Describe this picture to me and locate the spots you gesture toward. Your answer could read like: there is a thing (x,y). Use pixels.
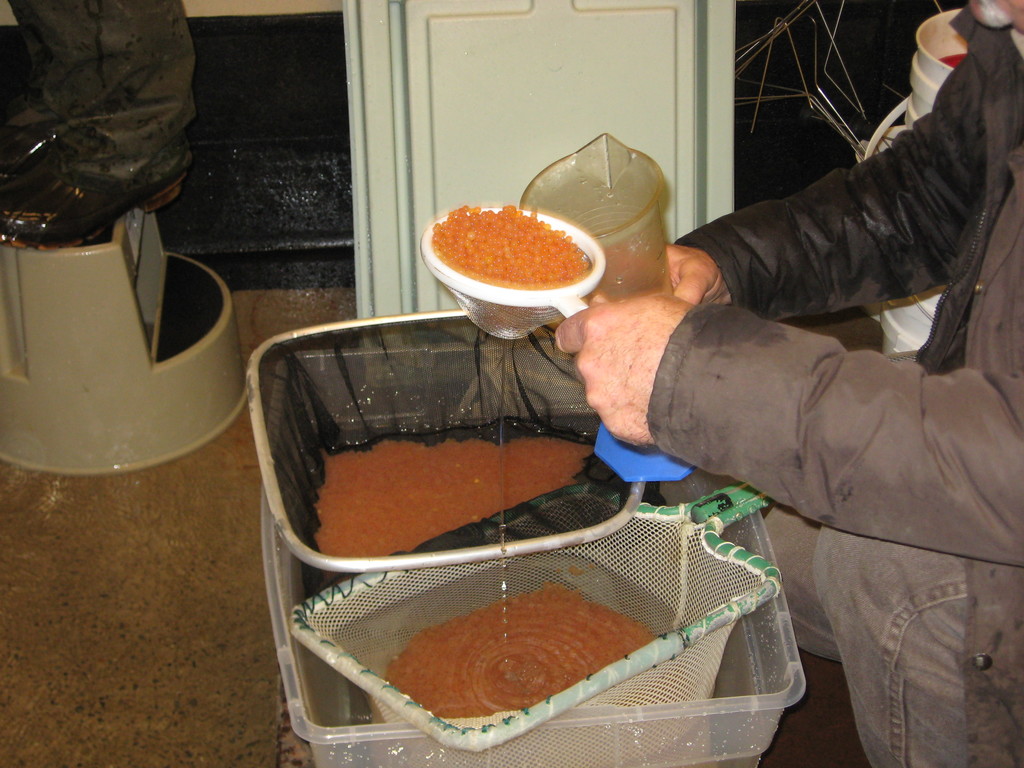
In this picture we can see a person (736,470) holding some objects (629,280) in his hands (641,313). There is liquid (514,663). We can some food items (490,627) visible in the filter nets (346,600). These filter nets (626,536) are kept in a plastic container (416,730). We can see a few objects (416,118) in the background (663,81).
